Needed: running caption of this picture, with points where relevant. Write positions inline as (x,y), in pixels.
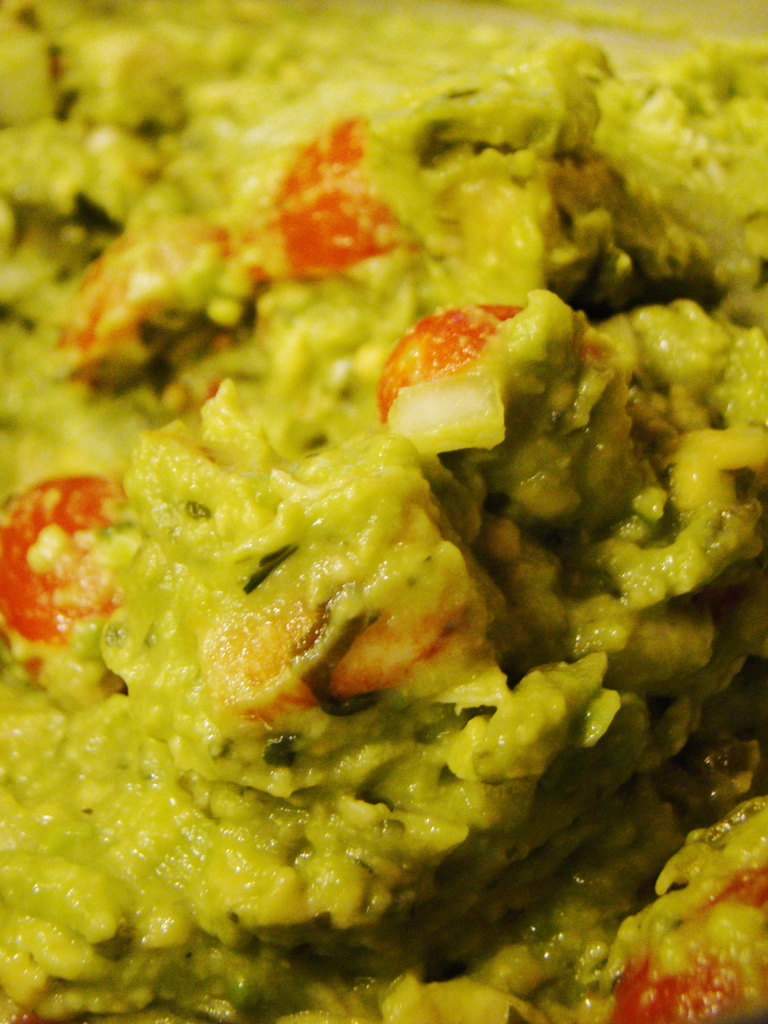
In this picture I can see a food item (460,548).
